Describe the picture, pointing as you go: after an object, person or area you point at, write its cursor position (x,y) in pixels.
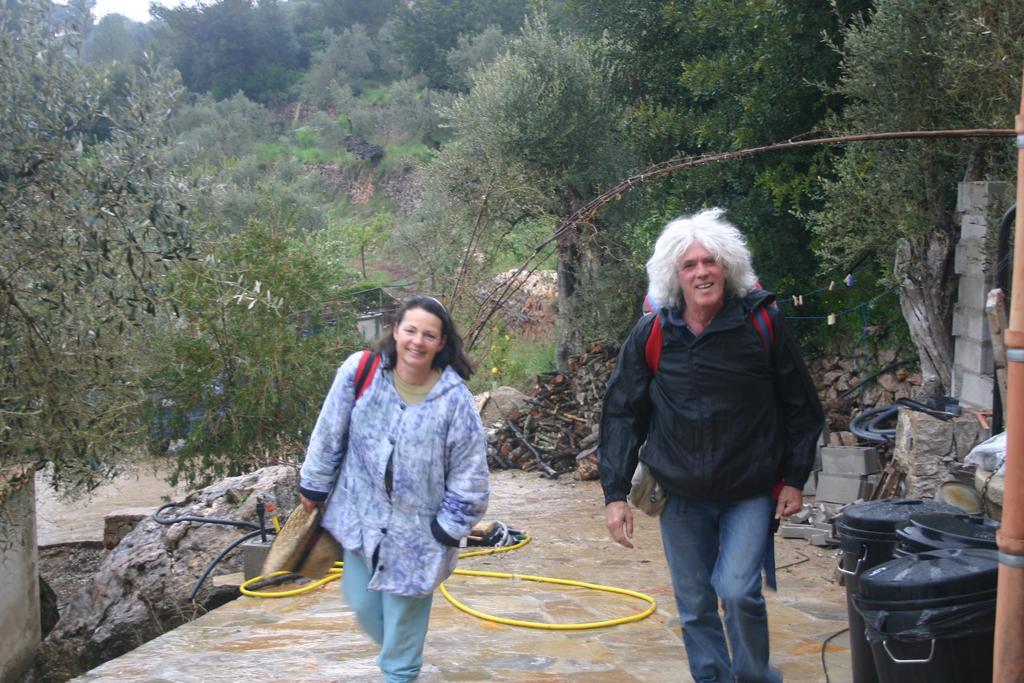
There is woman (426,468) and a man (690,393), smiling and walking on the road (289,657), which is wet. On the right side (985,653), there are three black color tankers (840,521). In the background (608,174), there is a yellow color pipe (495,619), there are trees (430,37) on the hill (466,87) and there is a sky (104,15).
